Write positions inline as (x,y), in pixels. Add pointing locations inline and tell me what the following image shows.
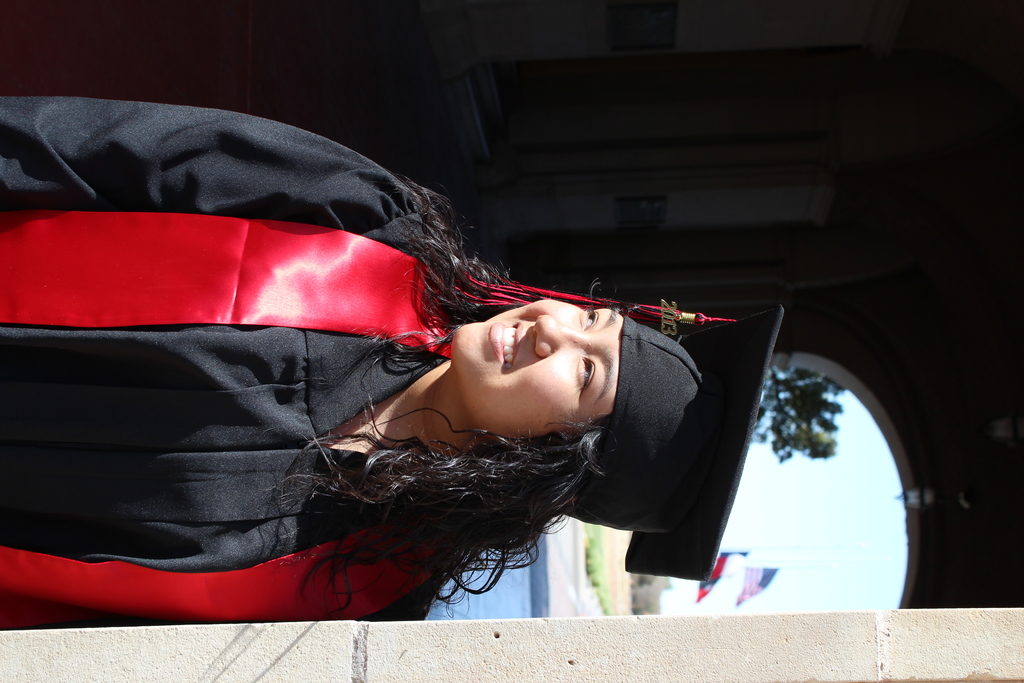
In this image in the center (464,401) there is a woman (436,429) standing and smiling. In the background (785,436) there is a tree (805,440) and there are flags (727,562) and there's grass (594,585) on the ground (596,584).
